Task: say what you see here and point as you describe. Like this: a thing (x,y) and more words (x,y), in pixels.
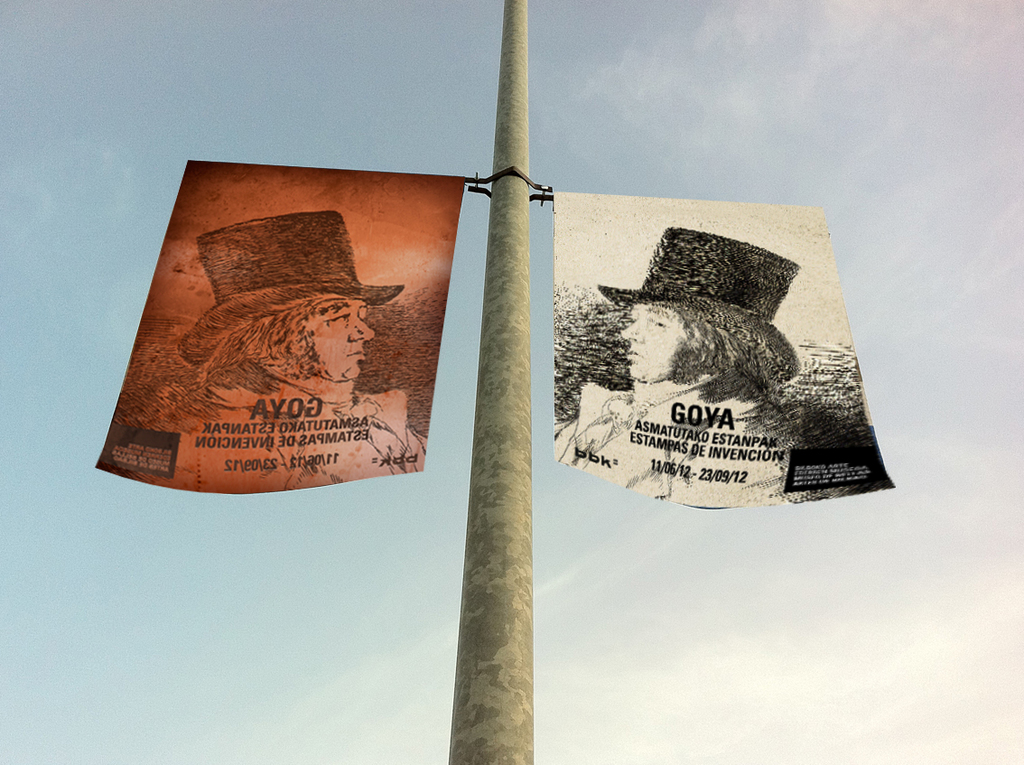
In this image we can see two pictures (637,316) hanged to a pole (514,590). On the backside (338,594) we can see the sky (265,609) which looks cloudy.
